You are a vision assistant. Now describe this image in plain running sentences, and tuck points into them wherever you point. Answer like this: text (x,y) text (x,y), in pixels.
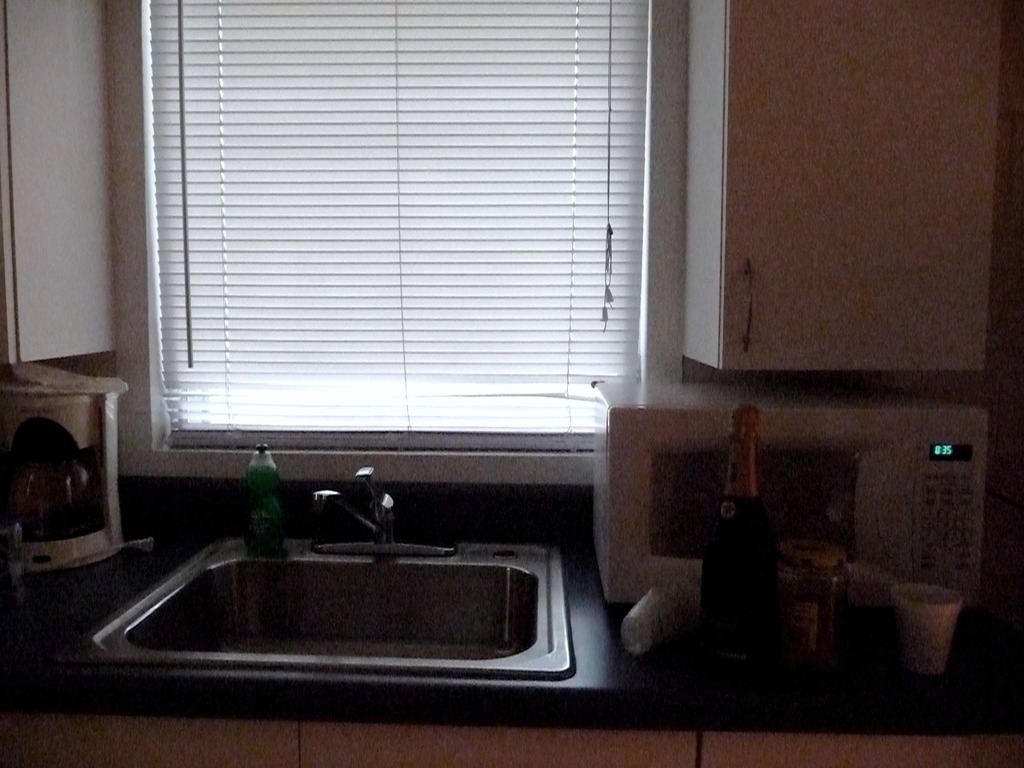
This picture is taken inside the kitchen (214,738). In this image, we can see a table (479,691), on the right side of the table (493,697), we can see a microwave oven (888,460), bottle (769,627) and a glass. On the left side of the table (28,628), we can also see a electronic instrument (52,546). In the middle of the table (71,602), we can also see a sink (440,623). In the background (382,506), we can see water tap (391,517), bottle (258,462), window (352,94) and a wall (340,459).
